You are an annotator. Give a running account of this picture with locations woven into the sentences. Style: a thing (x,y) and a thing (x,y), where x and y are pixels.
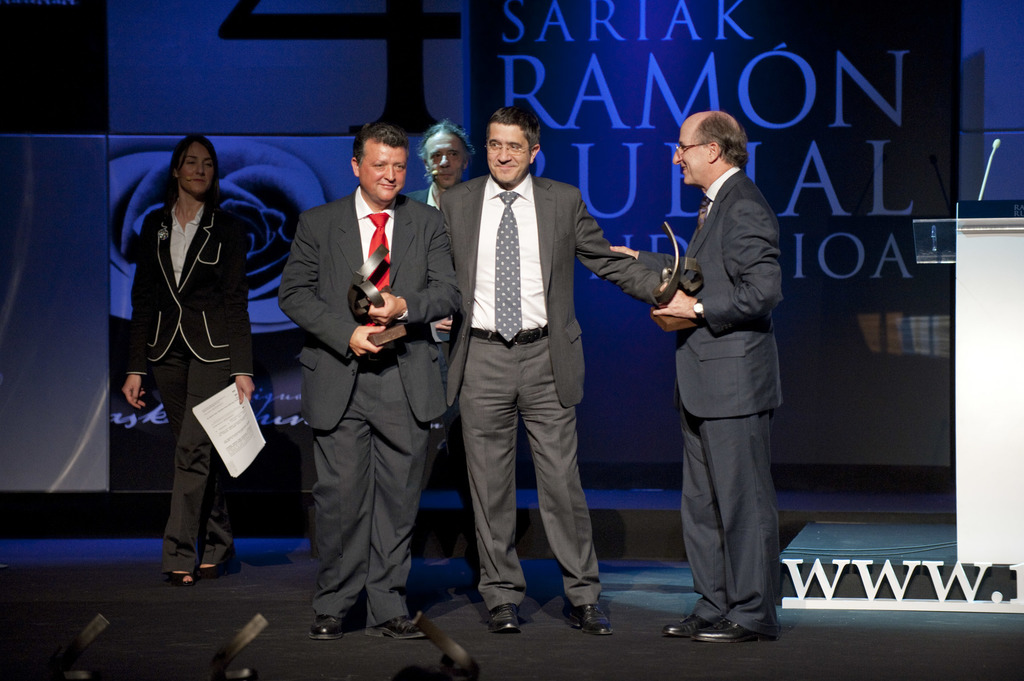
In this image we can see people (492,300) holding an object (375,271) and we can also see a podium (1004,313) and a board (517,85) with some text (535,85).
